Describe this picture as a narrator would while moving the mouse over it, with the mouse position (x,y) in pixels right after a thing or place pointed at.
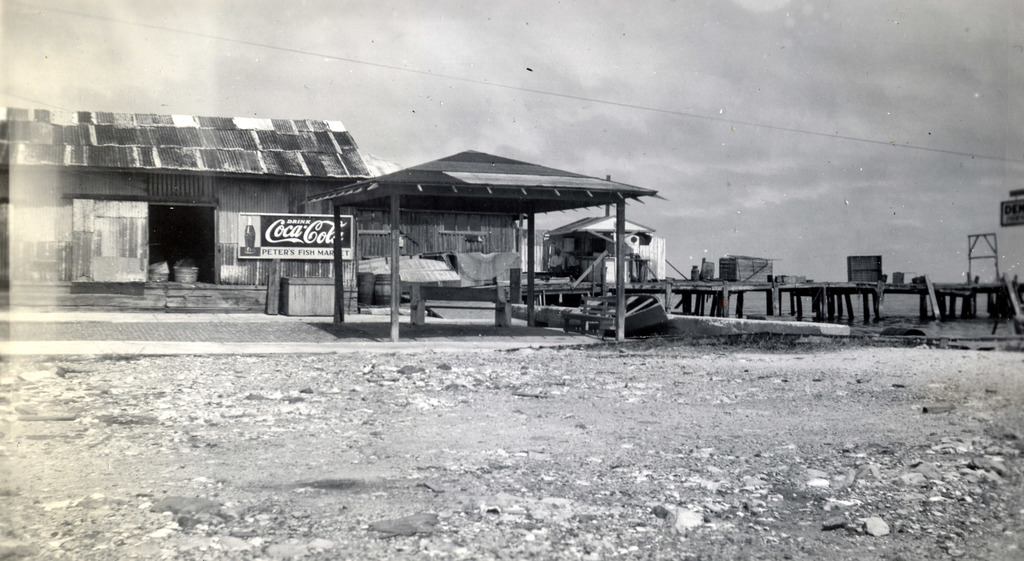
In this image in the background (296,198) there are sheds (402,253) and there is water (834,301) and in the front (551,523) there are stones (558,512) on the ground (611,512) and the sky (466,90) is cloudy. In the center (344,251) there is a board (301,246) with some text (310,233) written on it.
